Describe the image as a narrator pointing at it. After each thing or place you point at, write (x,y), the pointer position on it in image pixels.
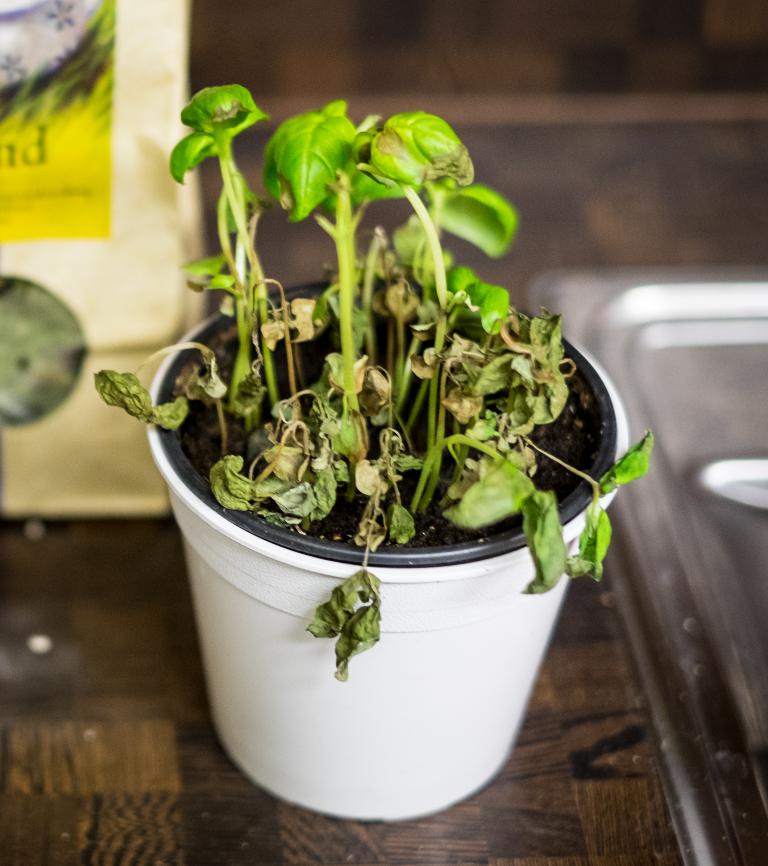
In this image there is a flower pot (398,568) in the middle of this image (404,511). There is one object (101,267) is on the left side of this image (93,318). In the background (591,195) it seems like a kitchen countertop (558,735).
